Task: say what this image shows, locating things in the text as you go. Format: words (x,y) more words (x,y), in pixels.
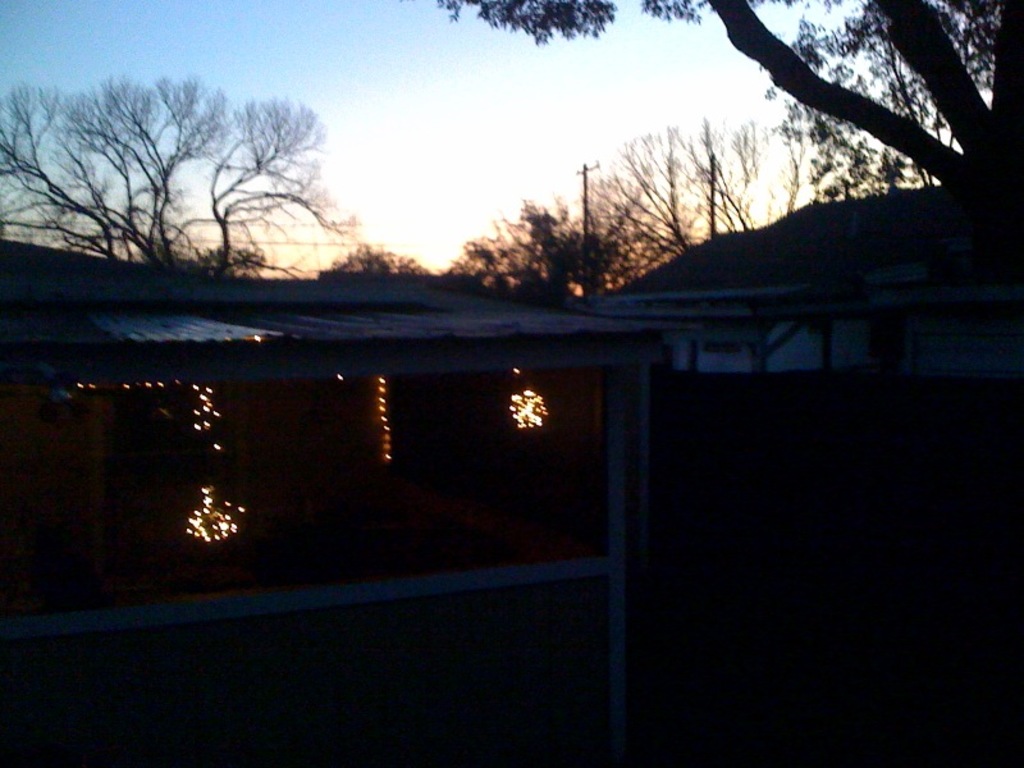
In this picture there are few lights (541,416) and there are trees (603,196) in the background (532,205).
